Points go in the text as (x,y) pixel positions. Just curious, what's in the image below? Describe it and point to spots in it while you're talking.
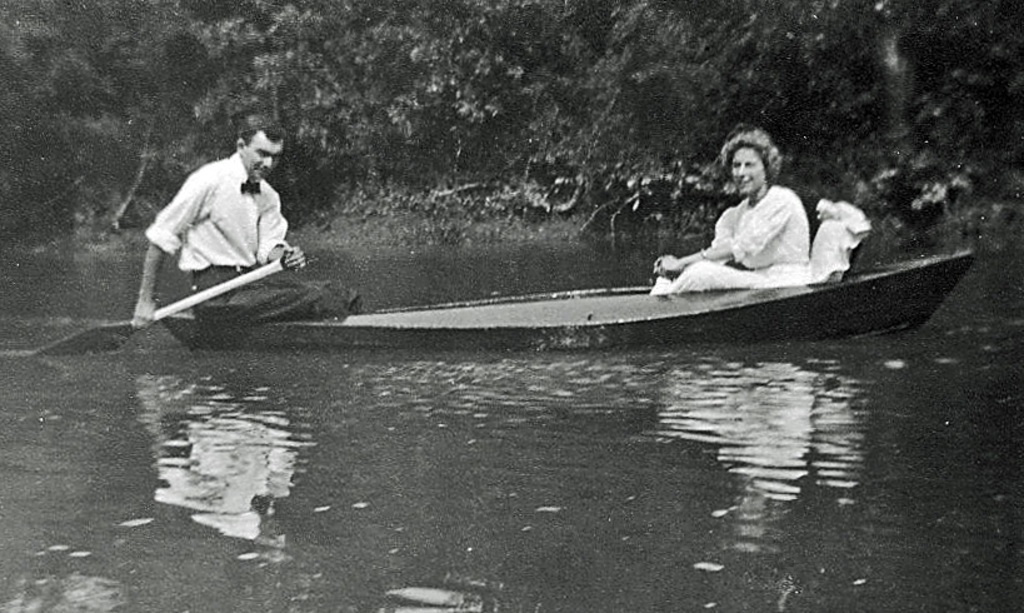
In the middle of the image (516,401) there is water (989,272), above the water (984,284) there is a boat (831,295). In the boat (842,289) two people (210,303) are sitting. At the top of the image (119,157) there are some trees (16,75).
